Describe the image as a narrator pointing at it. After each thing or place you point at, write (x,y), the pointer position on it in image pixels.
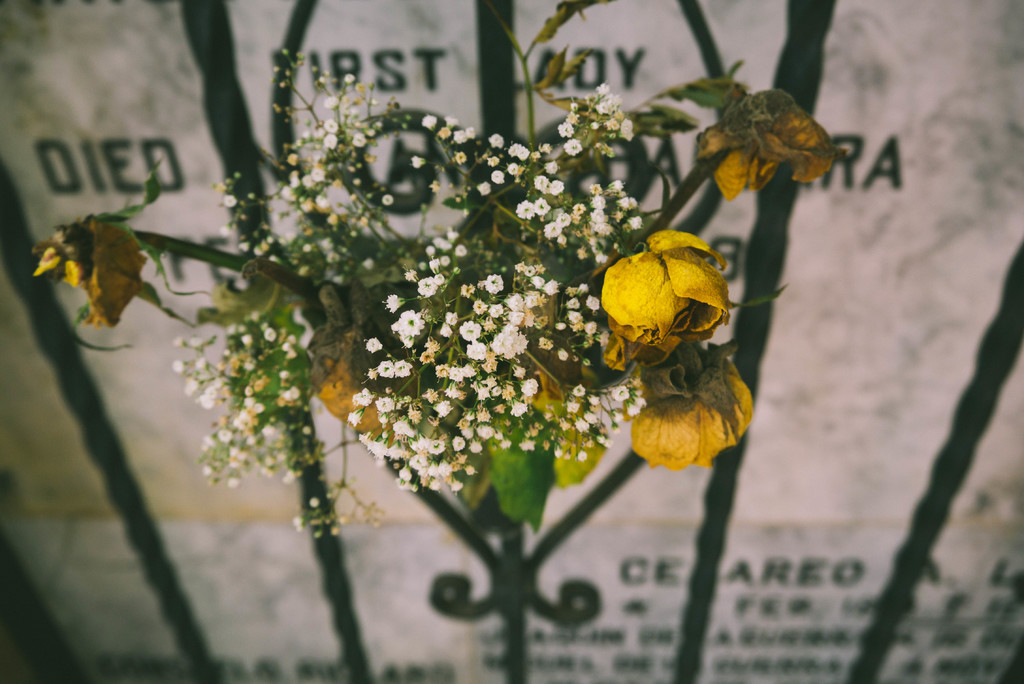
In this picture I can see there is a flower bouquet (416,429) and there is a gravestone (430,52) in the backdrop (657,587), there is something written on it.
